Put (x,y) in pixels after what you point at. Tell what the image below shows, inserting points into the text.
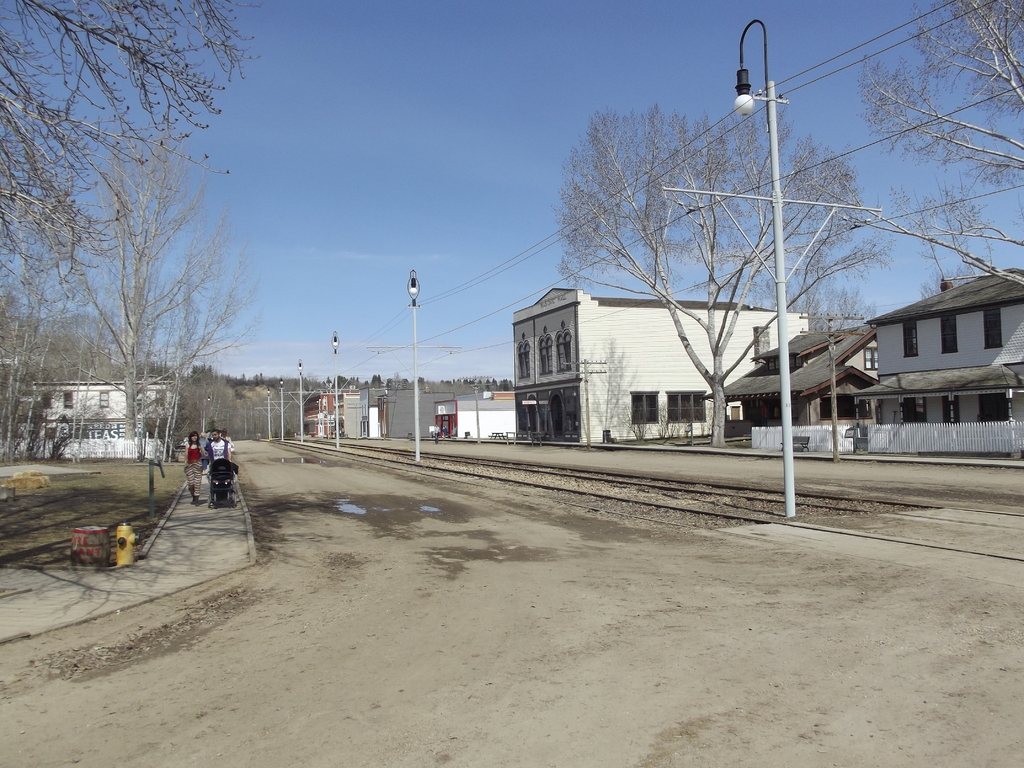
In the foreground (191,486) I can see a group of people (198,479) on the road (614,629), street lights (301,401), wires (451,331), houses (117,437), buildings (470,430) and trees (76,130). At the top (389,126) I can see the sky (400,131). This image is taken during a day.
